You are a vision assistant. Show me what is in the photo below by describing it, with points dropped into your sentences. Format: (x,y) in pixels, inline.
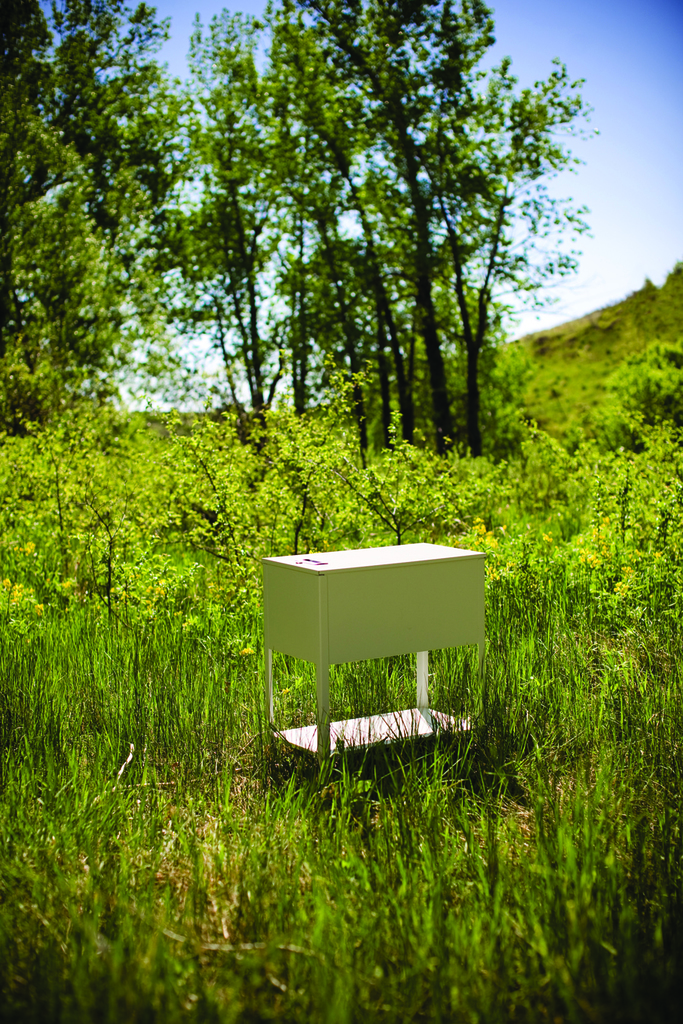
In this image in the center (327,661) there is one box (312,658), at the bottom (381,927) there are some plants (547,544) and in the background (303,356) there are some trees (405,229). At the top of the image (581,44) there is sky (605,162).
